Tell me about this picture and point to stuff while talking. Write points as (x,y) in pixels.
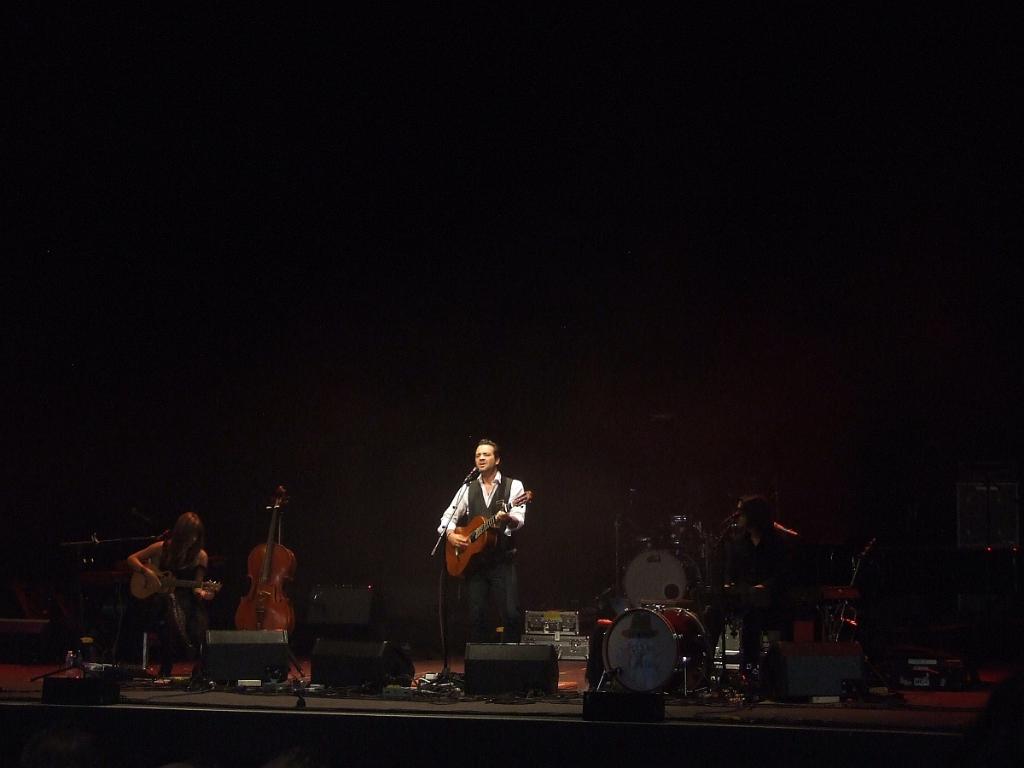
This is a picture of a concert. In the center (477,490) a man (480,502) is standing, playing guitar (463,526) and singing. On the right (755,566) there is a man (767,581) playing drums (643,638). On the left (189,583) there is a woman (177,561) seated and playing guitar (167,591). There are many musical instruments (278,607) on the stage (987,699). Background (589,225) is dark.
